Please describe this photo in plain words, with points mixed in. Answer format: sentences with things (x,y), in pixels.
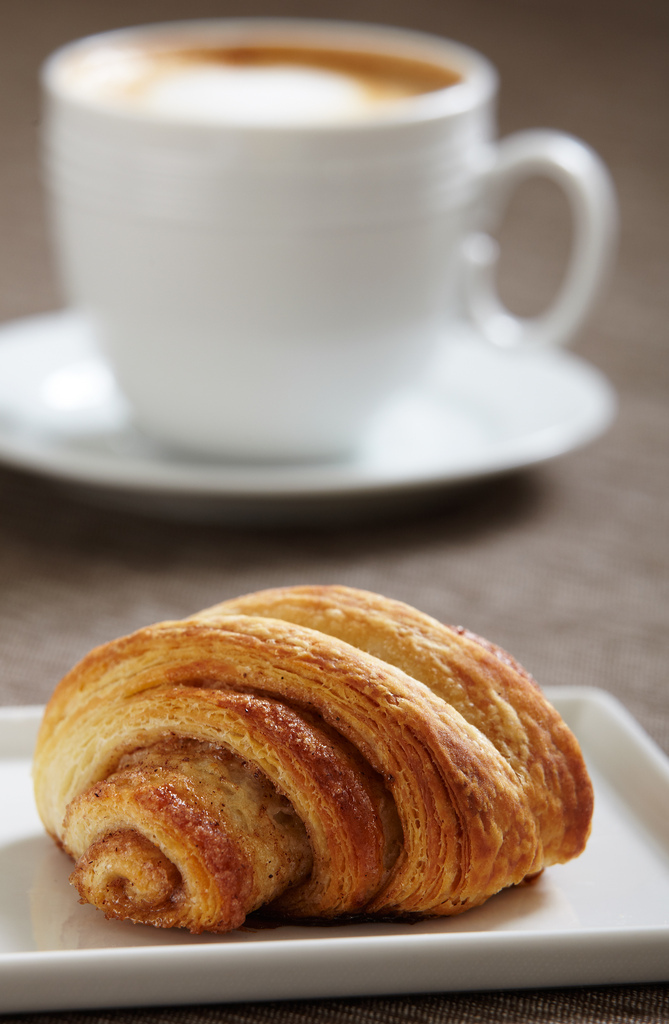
In this image there is a white color coffee cup (292,329) on the top of this image (304,258) and there is a snack item (292,759) kept on a white color plate (600,780) in the bottom of this image (588,728).
